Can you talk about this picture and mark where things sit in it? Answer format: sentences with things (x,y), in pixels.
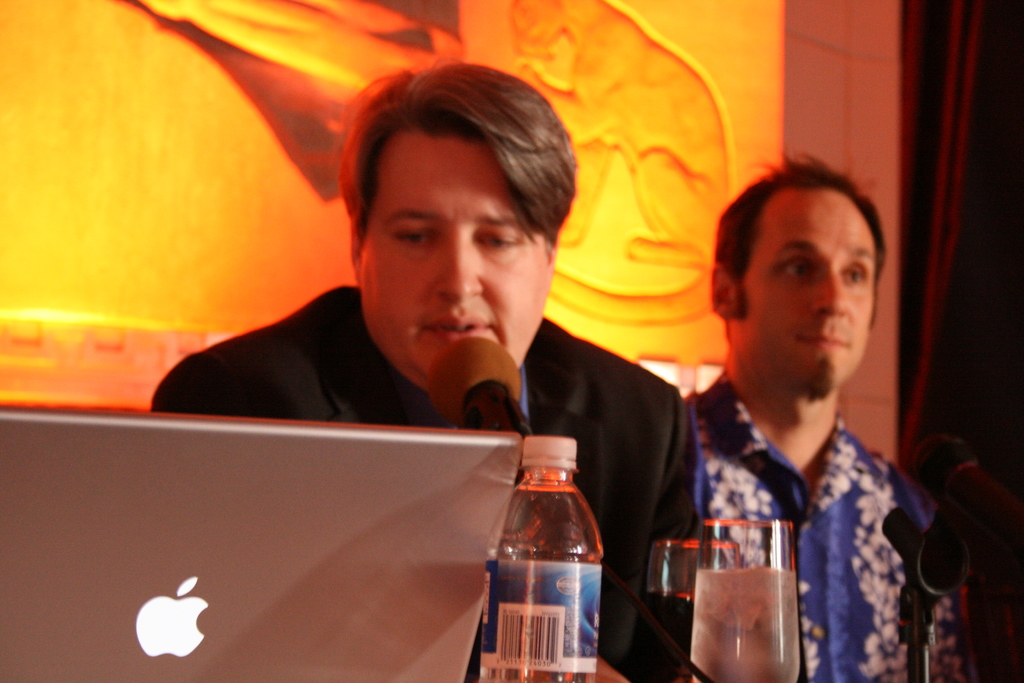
In this image i can see two men (636,411) sitting there is a laptop (478,465), microphone (472,400), bottle (558,560), a glass (780,606) in front of a man (709,512) at the background (987,130) i can see a wall (865,131) and a curtain (972,130).
